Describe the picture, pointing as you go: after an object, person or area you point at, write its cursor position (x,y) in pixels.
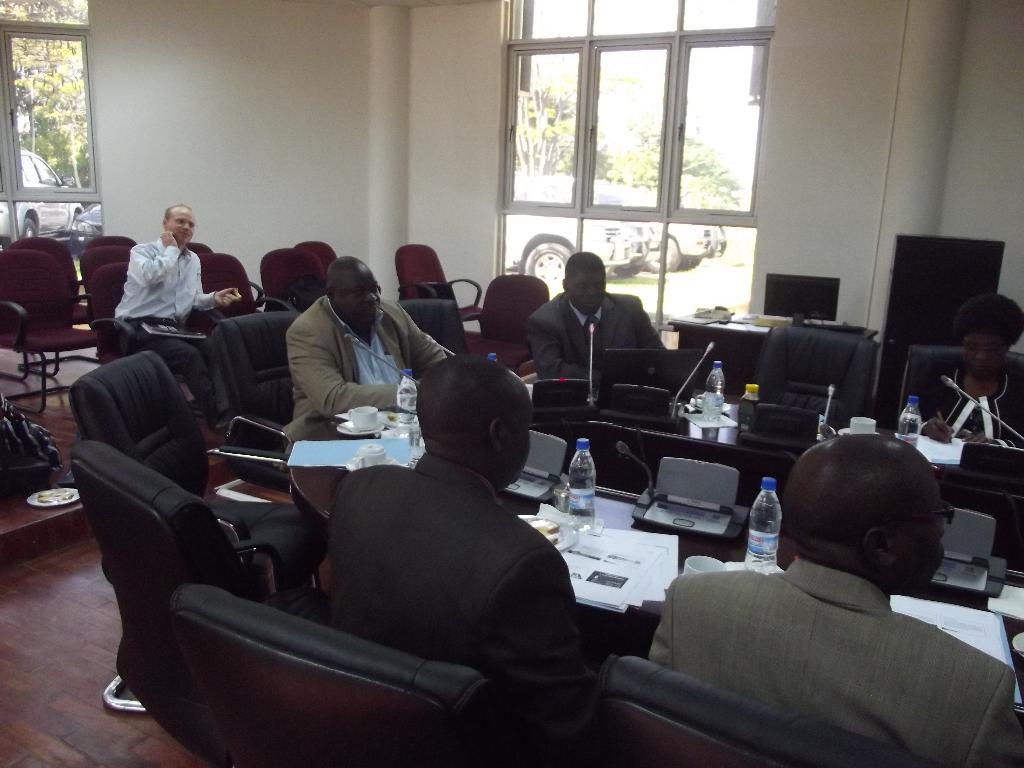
In this image, we can see people (388,381) wearing clothes (338,398) and sitting on chairs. There is a table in the middle of the image (667,366) contains bottles (400,397), papers (633,537), cup (367,412) and laptop (636,369). In the background of the image (744,307), we can see windows (89,157) and cars (620,233).
